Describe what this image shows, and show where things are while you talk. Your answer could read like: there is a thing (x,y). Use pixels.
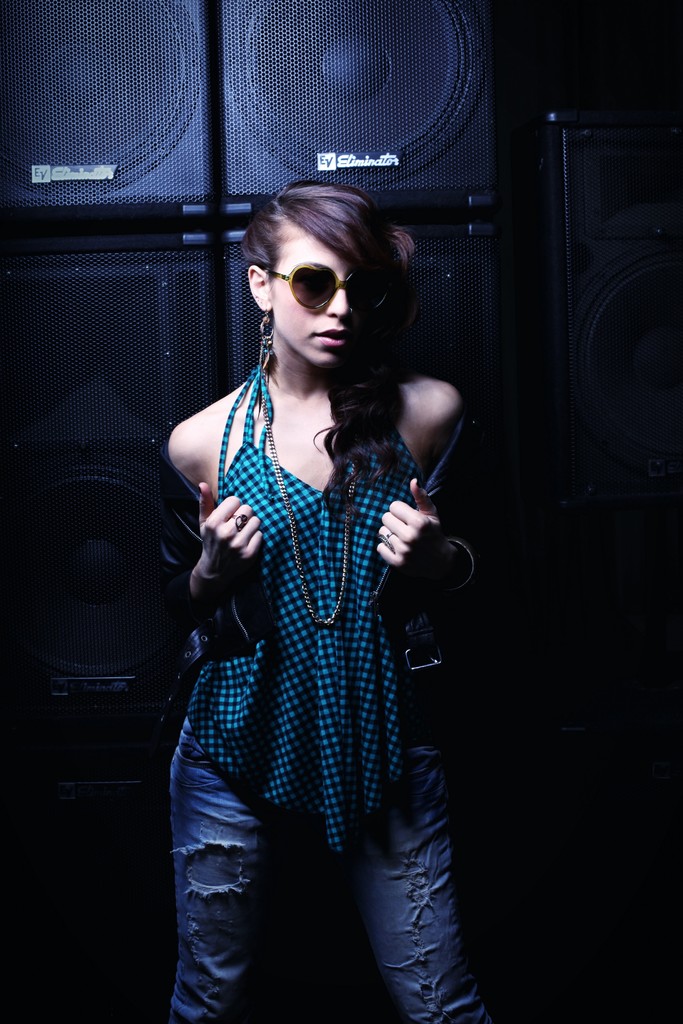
This woman (404,643) wore chain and goggles (361,283). Background (448,171) there are speakers (42,146).
